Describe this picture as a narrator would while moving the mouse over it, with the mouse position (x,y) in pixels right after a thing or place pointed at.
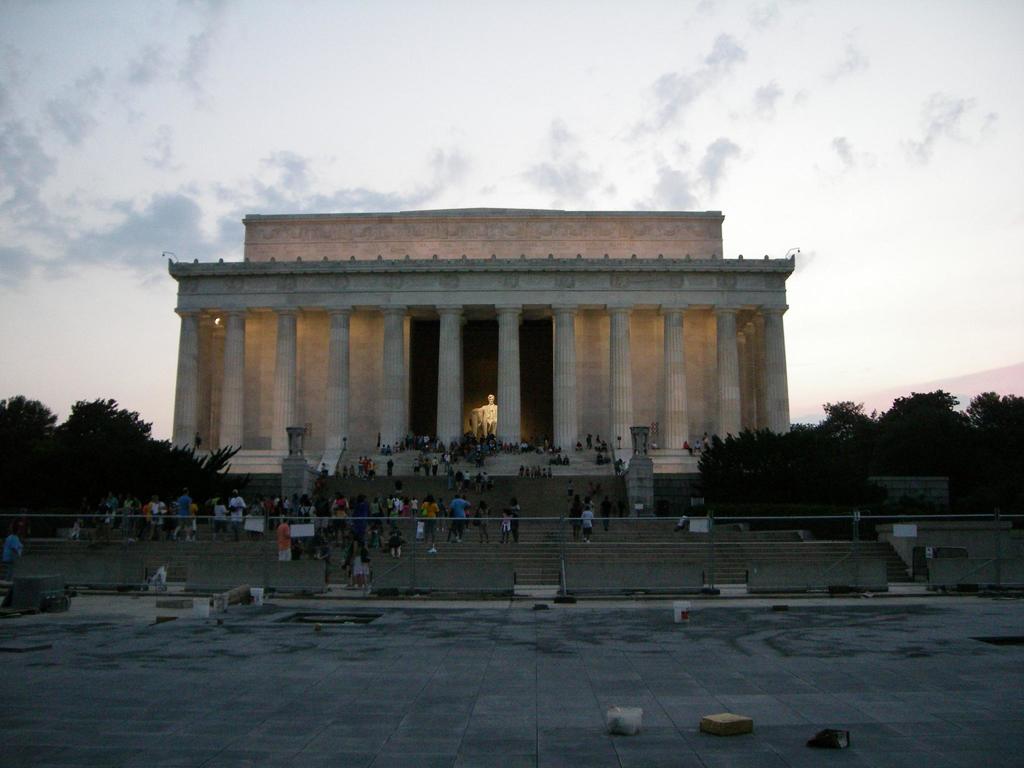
In this image few people (278,525) are on the stairs (438,541). Bottom of the image (624,693) few objects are on the floor (604,629). Middle of the image (411,429) there is a building (537,432). There are trees (85,474). Top of the image (515,83) there is sky (363,105) with some clouds (259,173).
